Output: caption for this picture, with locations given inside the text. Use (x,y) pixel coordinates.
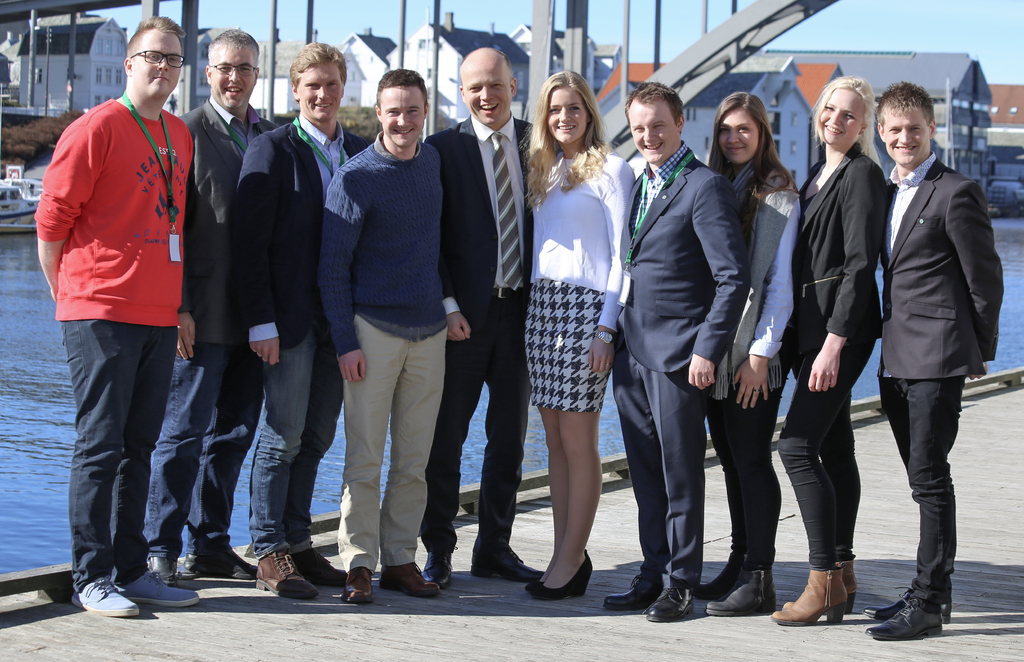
In this picture we can see the group of men and women (377,288), standing in the front (383,289), smiling and giving a pose to the camera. Behind there is a pond water (19,425), white buildings (772,103) with rooftop tiles (717,95).
